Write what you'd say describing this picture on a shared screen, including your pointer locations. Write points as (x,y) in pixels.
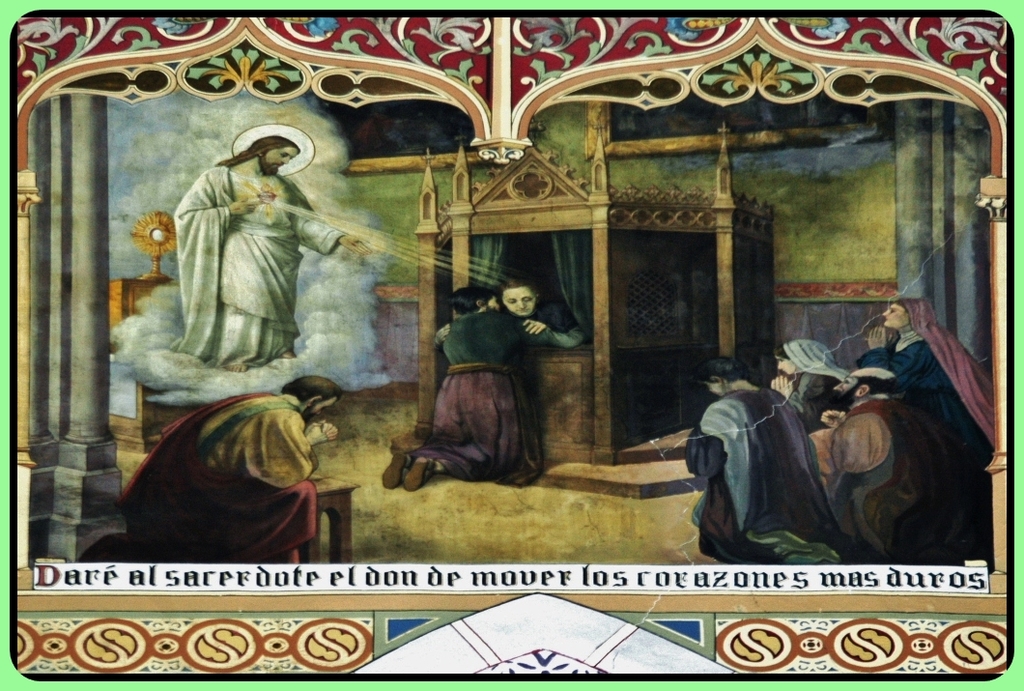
In the picture we can see poster (325,377) of some persons (206,535) crouching down, there is Jesus (184,246) showering blessings and in the background of the picture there is a wall (53,456).
